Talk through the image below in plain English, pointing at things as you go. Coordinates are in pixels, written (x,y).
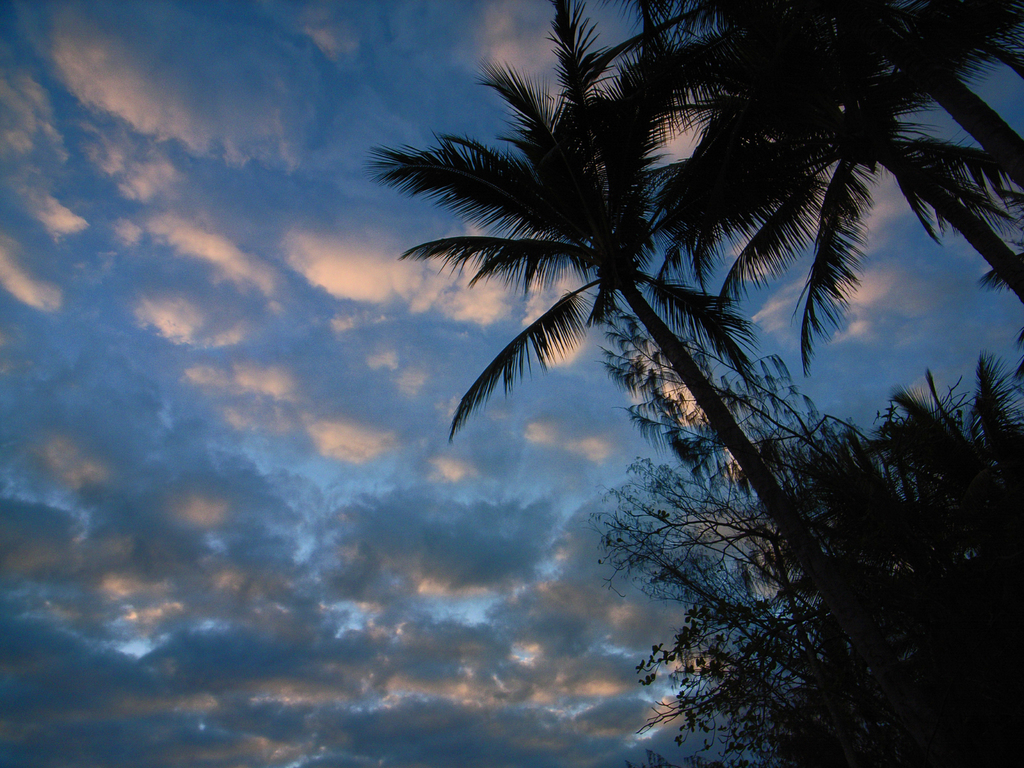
In this image there are trees (780,102). In the background (332,346) there is sky (265,285).
